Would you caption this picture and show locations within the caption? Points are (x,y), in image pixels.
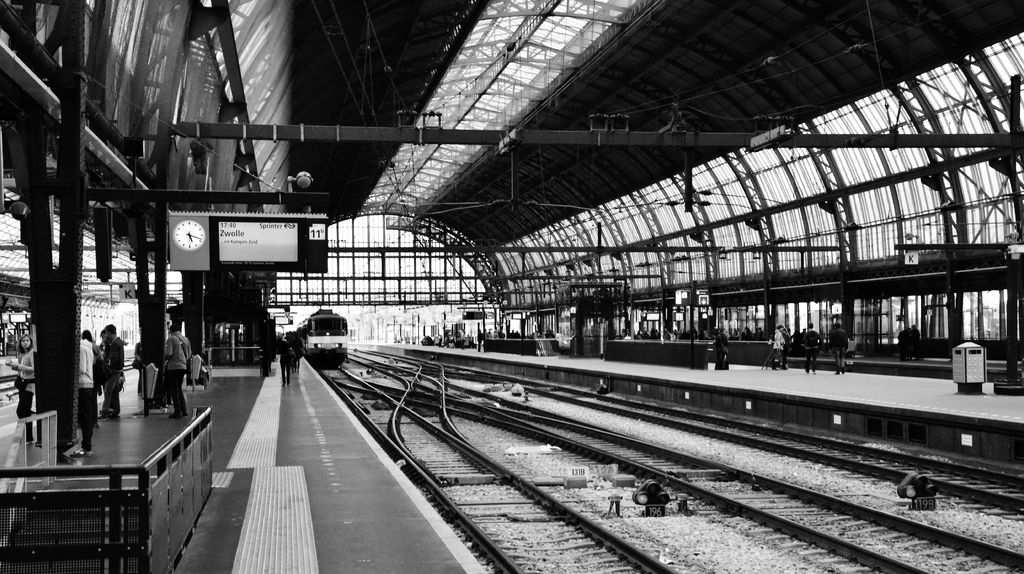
This image consists of a railway station (453,450). In the background (309,345), we can see a train (326,353). At the bottom (675,484), there are tracks (675,484). On the left (299,478) and right, there are platforms (250,396). And we can see many people (31,400) in this image. At the top (112,166), there is a roof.
